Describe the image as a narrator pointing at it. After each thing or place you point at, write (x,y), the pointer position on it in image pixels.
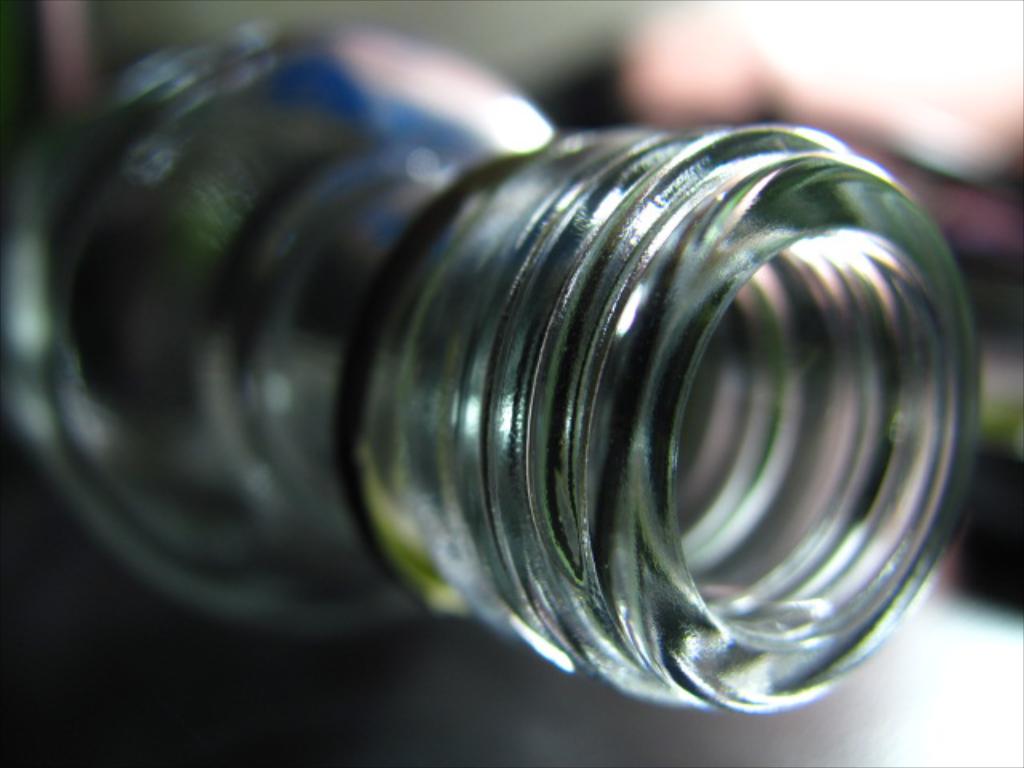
This is a opening (679,393) of a bottle (641,407).
